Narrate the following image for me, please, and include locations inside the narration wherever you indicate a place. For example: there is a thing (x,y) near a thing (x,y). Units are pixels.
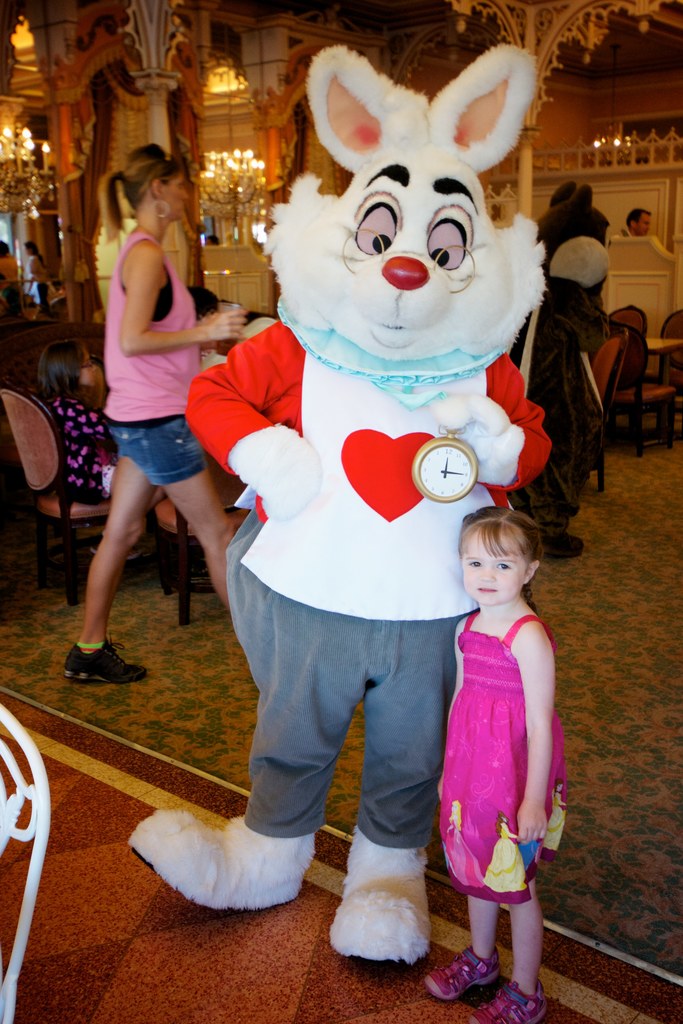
In this image we can see the mascot (374,572) near the child (510,809) and holding the clock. And at the back (129,497) we can see there are persons (155,410) walking on the floor (436,851) and sitting on the chair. And there are chairs (638,369) and a table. We can see the wall (264,257) with a design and chandelier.
